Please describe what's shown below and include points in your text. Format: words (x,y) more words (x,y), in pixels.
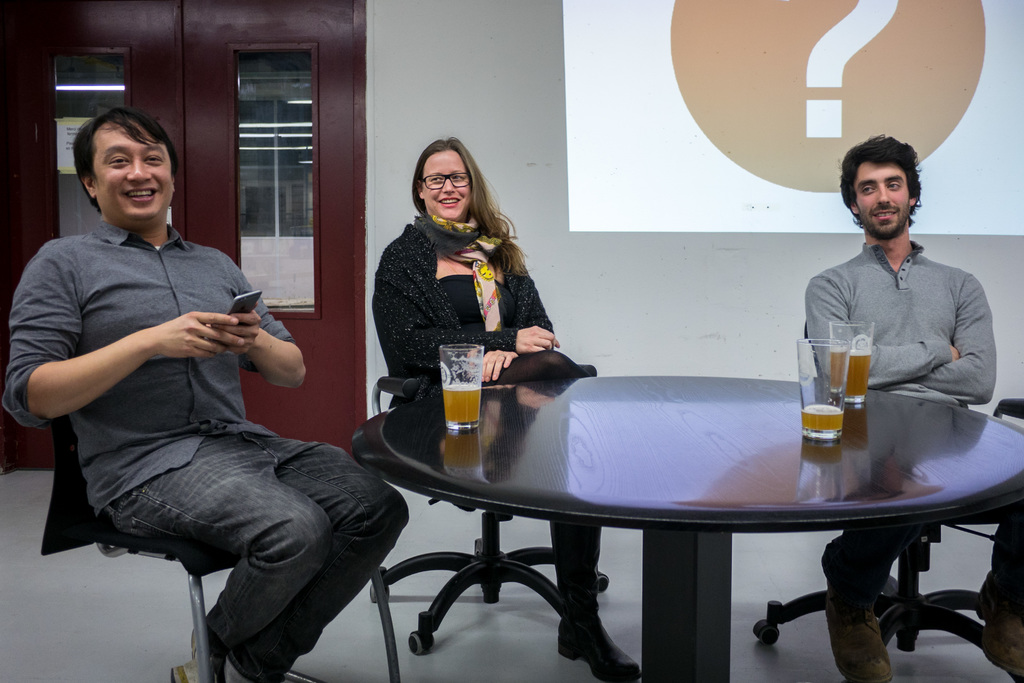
As we can see in the image there is a door (291,170), wall (521,129), screen (788,136), three people (214,285) sitting on chairs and a table (542,478) and glasses (816,396).
